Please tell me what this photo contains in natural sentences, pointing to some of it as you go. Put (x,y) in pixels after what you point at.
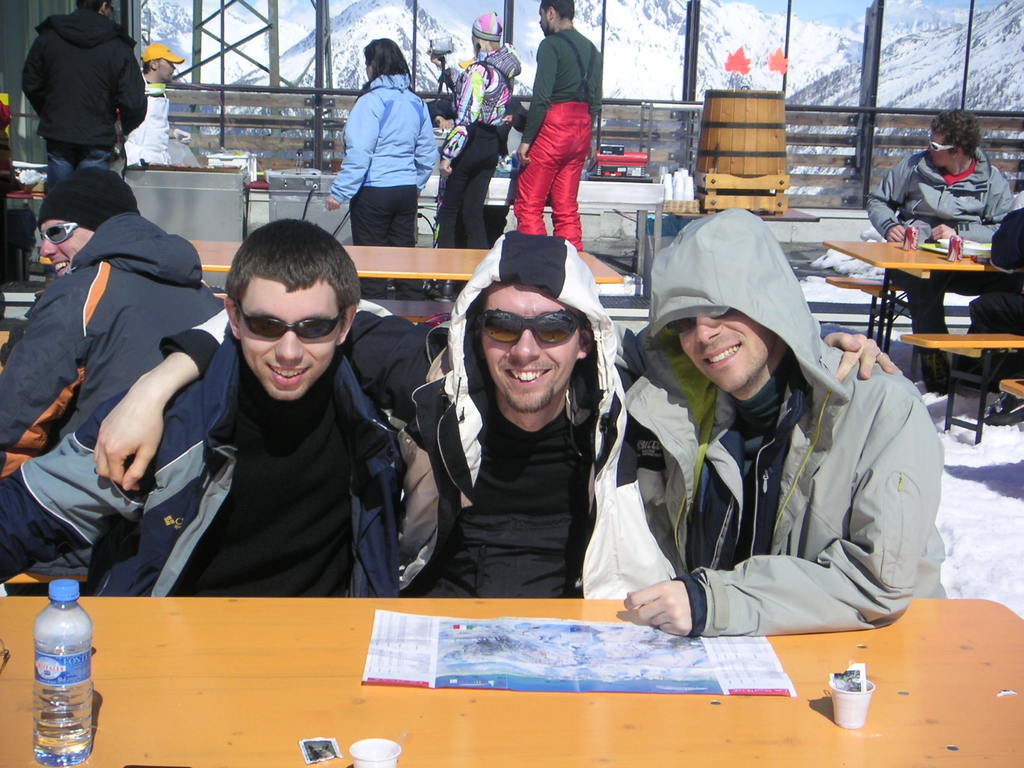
In this image there are three persons (724,522) sitting and smiling, there are papers (587,624), glasses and a bottle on the table (471,733), and in the background (164,59) there are group of people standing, group of people (1008,331) sitting, there are some objects (967,247) on the tables (598,274), there are snow mountains (998,50) and sky (823,11).
